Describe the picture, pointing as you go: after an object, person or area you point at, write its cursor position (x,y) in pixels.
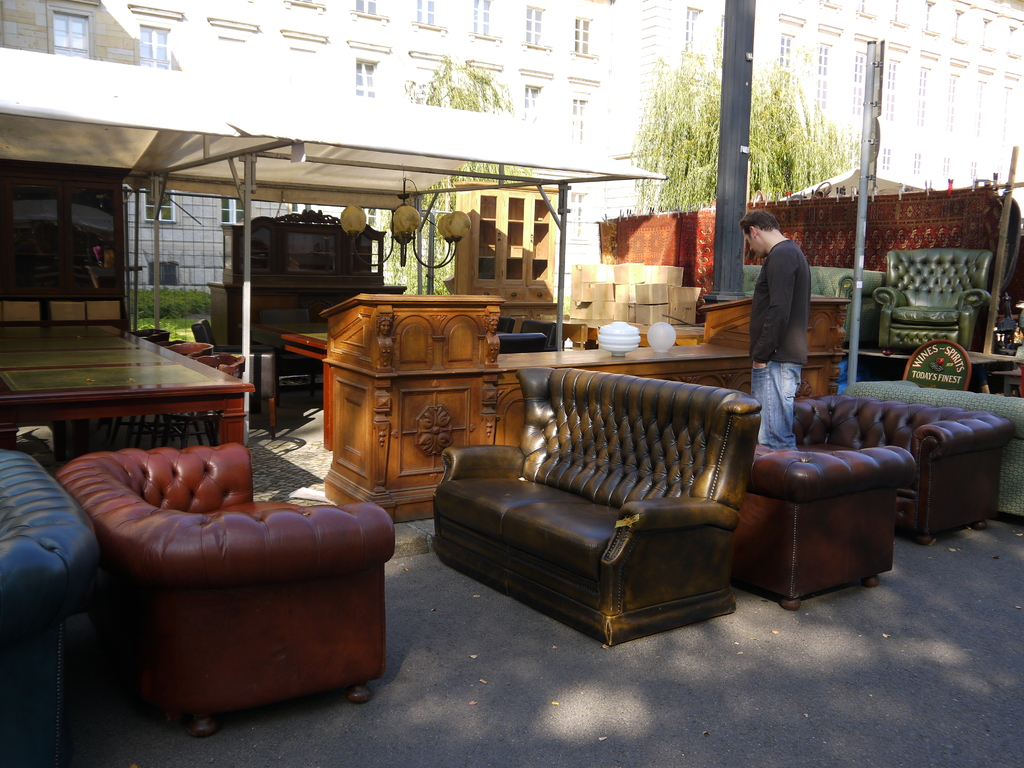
In this image we can see one building (951,47), one white tent (490,127) with poles (228,152) in front of the building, some chairs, one man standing near the table (749,316), one board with text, one white object (849,186) looks like tent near the tree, some tables (115,397), some couches (692,515), two Couch-chairs (881,301), some dried leaves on the ground (400,596), some boxes (648,319) on the ground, one object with clips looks like curtain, some poles (863,184), two white objects (662,326) on the table (483,394), some cupboards (536,280) and some objects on the ground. There are some trees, plants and grass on the ground (424,654).
